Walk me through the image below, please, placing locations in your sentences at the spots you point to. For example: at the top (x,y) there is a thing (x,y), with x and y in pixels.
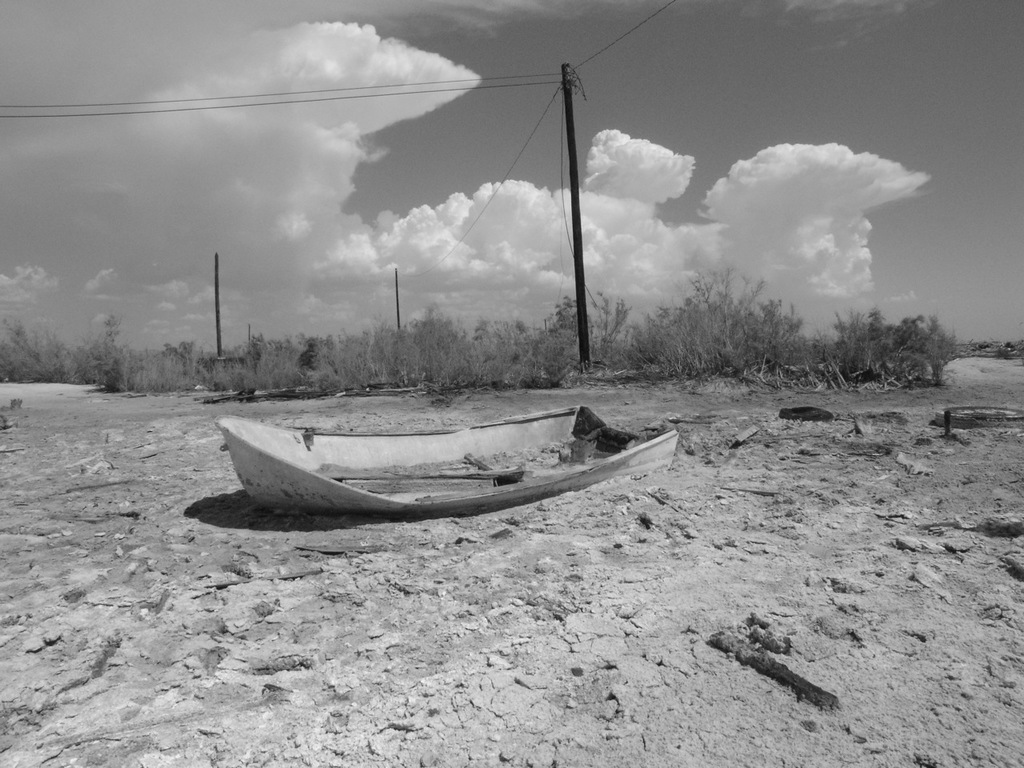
In this image I can see a boat (373,447), bushes (547,373), few poles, few wires (525,146), clouds (609,231), the sky (669,13) and I can see this image is black and white in colour.
